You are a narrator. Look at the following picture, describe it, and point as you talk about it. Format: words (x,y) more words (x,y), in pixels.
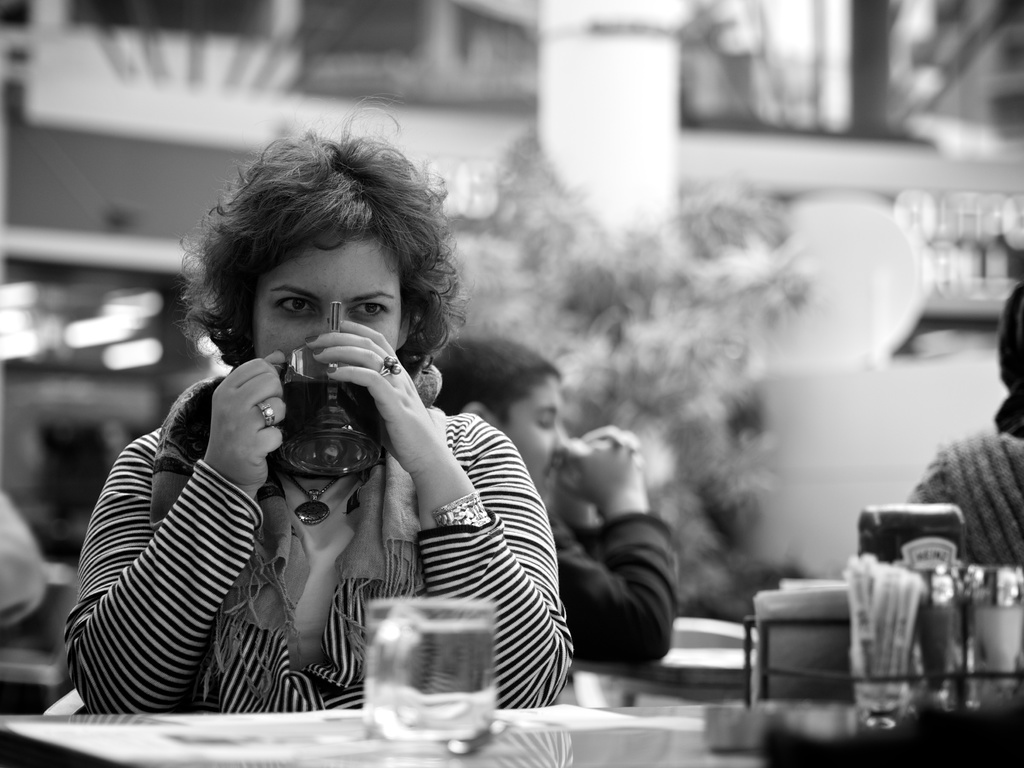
Woman (90,543) in the middle of the picture (416,429) is sitting on chair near the table (295,712) on which glass (378,654) is placed and she is drinking liquid (357,399) from the cup (346,466). Behind her, we see a boy (655,532) sitting on chair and behind him, we see tree (567,301) and building (506,126). This is a black and white picture.
